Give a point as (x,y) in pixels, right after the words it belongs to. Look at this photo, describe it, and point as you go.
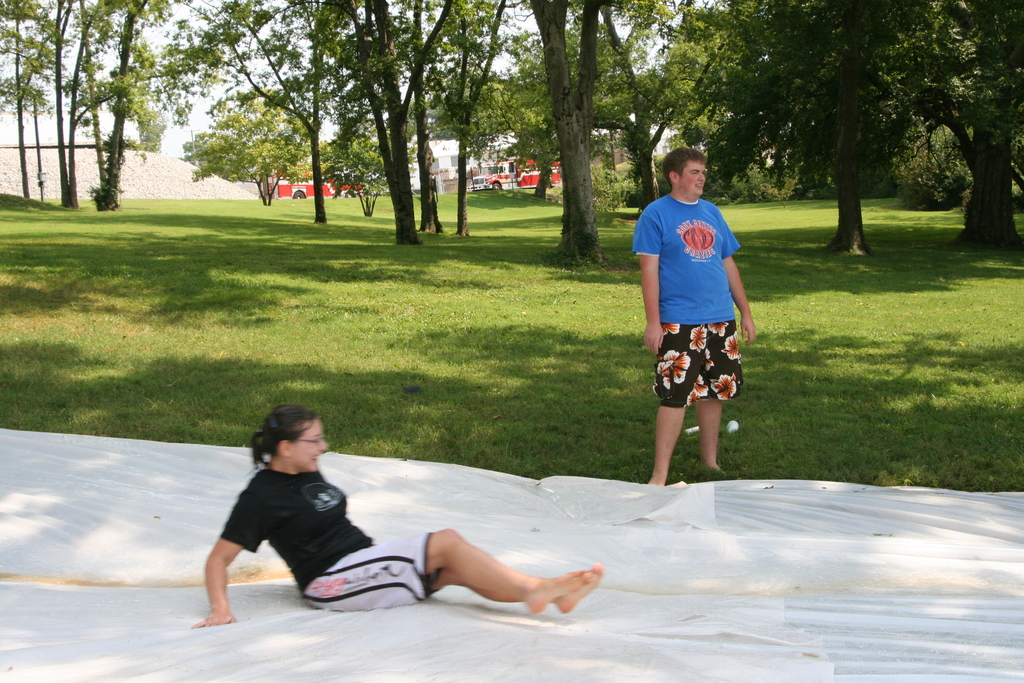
In the picture there is a woman (295,566) laying on a white surface (462,489), beside her there is a man (681,274) standing on the grass (643,425) and around them there is a beautiful garden (371,156) with many trees (350,149) and in the background (520,175) there are two vehicles (507,168).
